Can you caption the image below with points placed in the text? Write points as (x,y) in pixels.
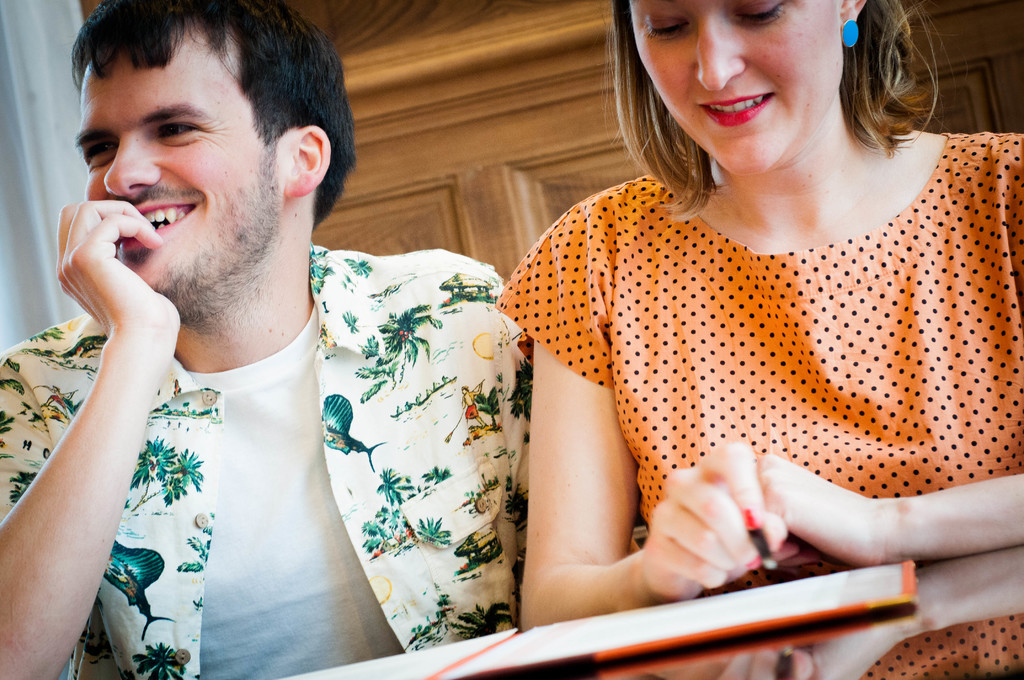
In the center of the image (434,439) we can see two people (449,326) are sitting and smiling. In-front of them, we can see a book (756,601) and a lady (837,495) is holding a pen (763,543). In the background of the image (371,16) we can see the cupboards (476,106), wall (343,18).
